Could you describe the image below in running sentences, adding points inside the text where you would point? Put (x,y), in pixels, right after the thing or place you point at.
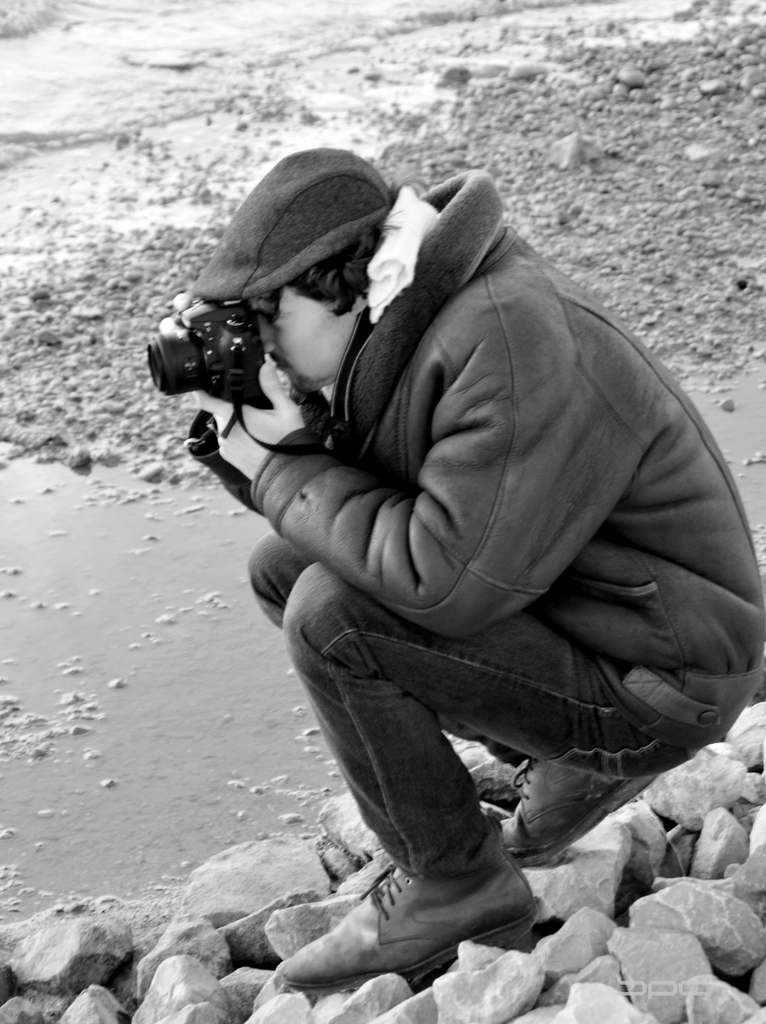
a person (441,572) is holding a camera (191,362) in his hand (210,410), sitting on the stones (595,895). in front of him there is little water (141,704).
